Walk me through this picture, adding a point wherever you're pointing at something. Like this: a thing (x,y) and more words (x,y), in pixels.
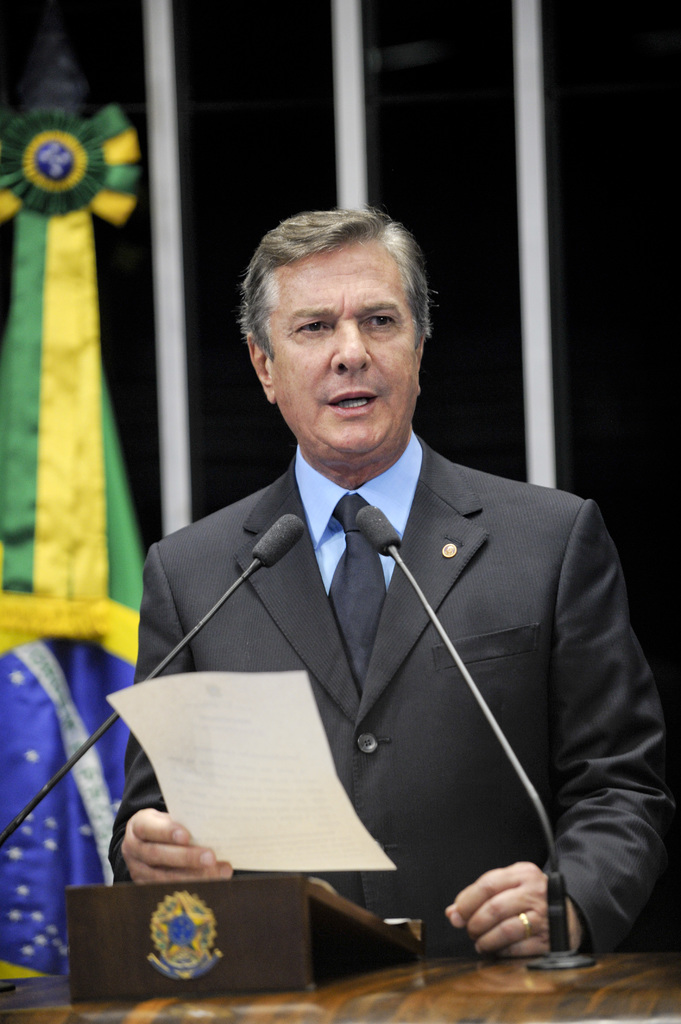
In this picture there is a person (509,933) standing and talking and he is holding the paper (291,746). There are microphones (550,908) and there is a board (194,955) on the podium (565,978). At the back (65,482) there is a flag (117,673) and there are three white rods (339,52).
